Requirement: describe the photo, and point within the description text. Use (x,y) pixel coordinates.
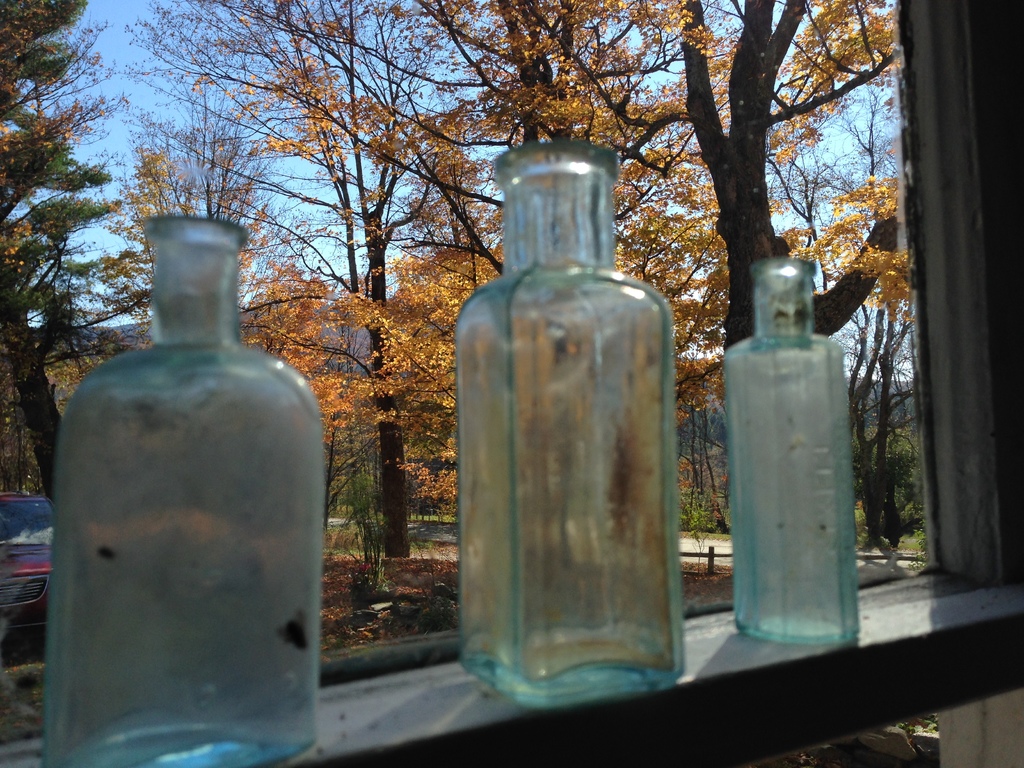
As we can see in the image there are trees (309,58) and three bottles (679,591).
